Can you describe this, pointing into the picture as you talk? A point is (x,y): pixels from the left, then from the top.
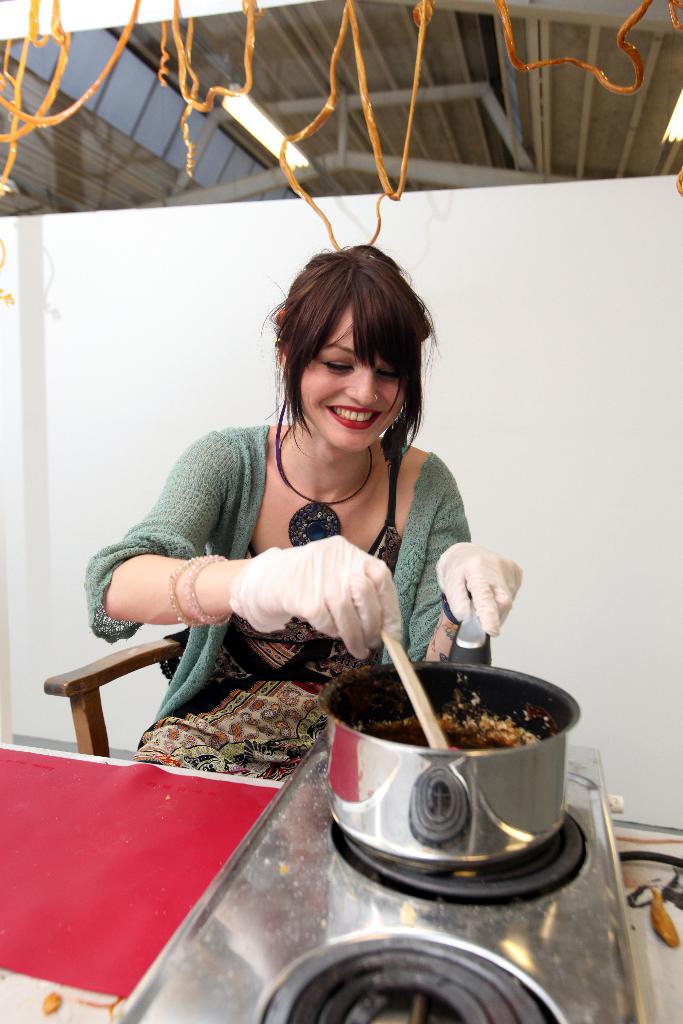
She is sitting in a chair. She is wearing a gloves (351,586). She is holding a spoon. She is preparing something food item (462,681). She is smiling.
